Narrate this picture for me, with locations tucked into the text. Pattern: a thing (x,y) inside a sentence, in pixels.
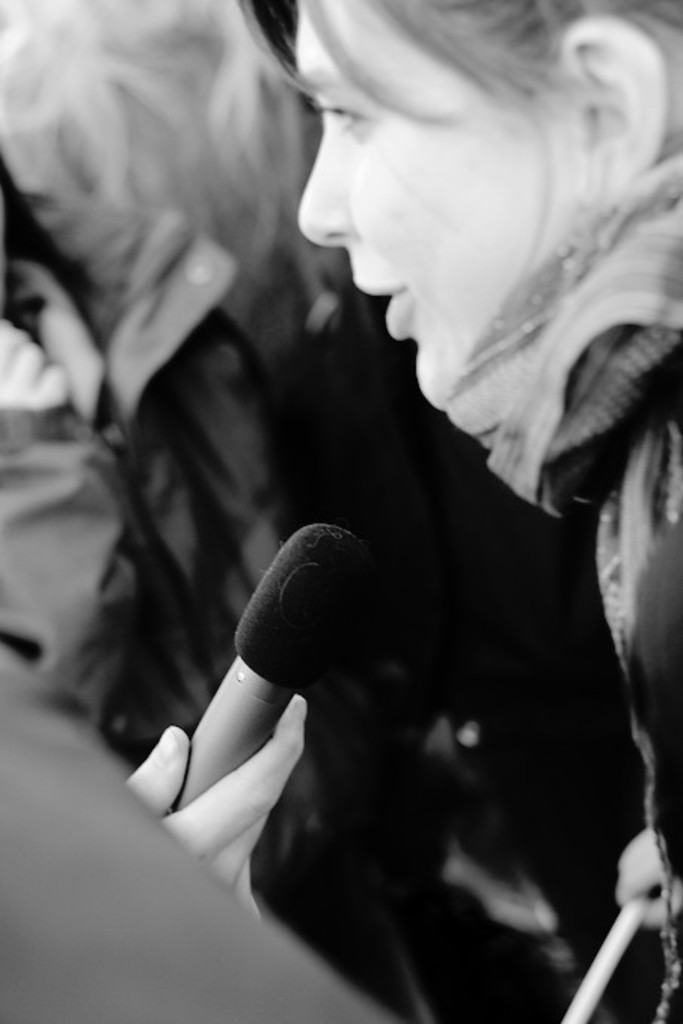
This is a black and white image. Here I can see few people (493,342). On the left side (213,821), I can see a person's hand (230,803) holding a mike (269,625).
